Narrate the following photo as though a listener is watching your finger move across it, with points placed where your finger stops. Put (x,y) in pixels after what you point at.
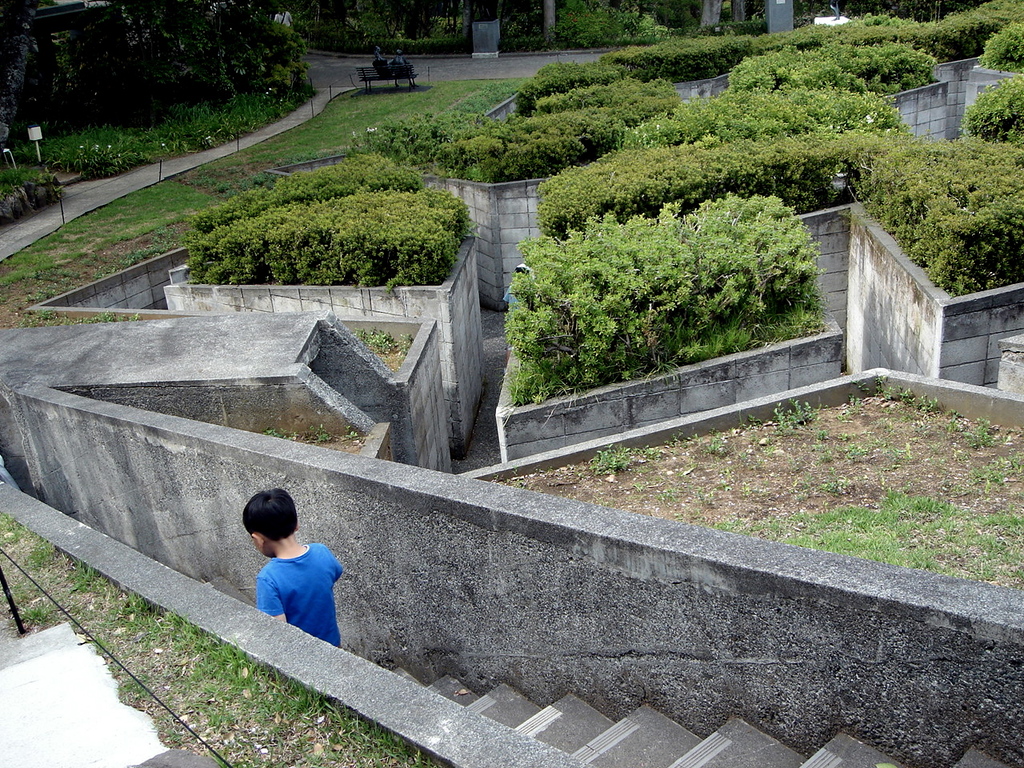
This picture shows few trees (16,22) and a bench (394,67), we see grass (231,169) on the ground (164,215) and we see a boy (312,602) getting down the stairs (813,762).
